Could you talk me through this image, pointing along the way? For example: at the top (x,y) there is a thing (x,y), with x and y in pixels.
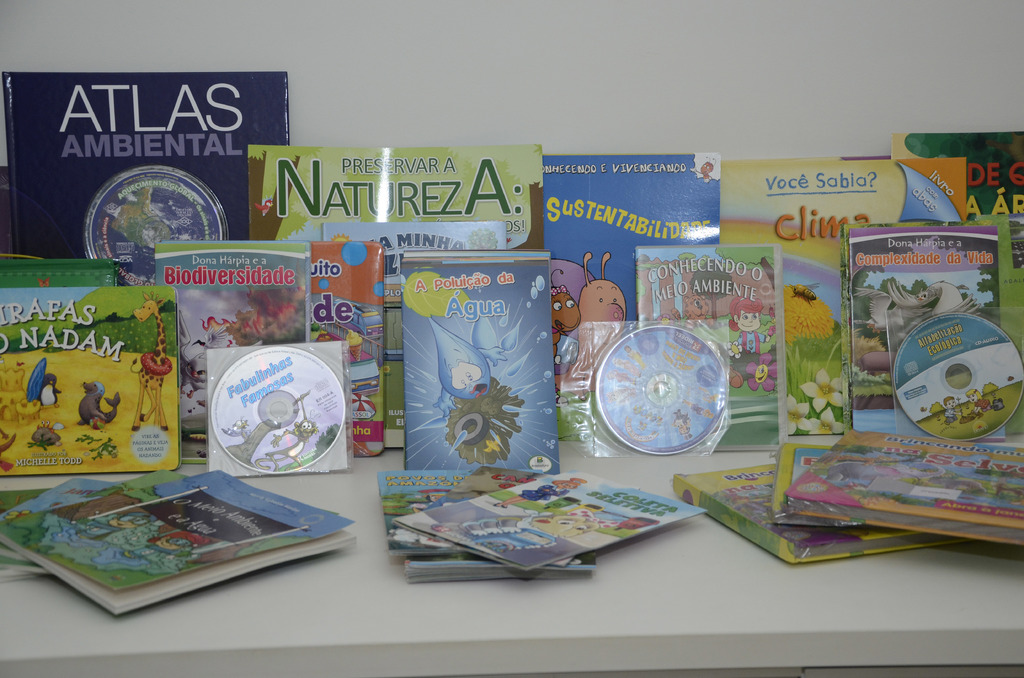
In this picture we can see CD (232,417), books (364,413) on shelves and in the background (567,87) we can see the wall (596,95).
